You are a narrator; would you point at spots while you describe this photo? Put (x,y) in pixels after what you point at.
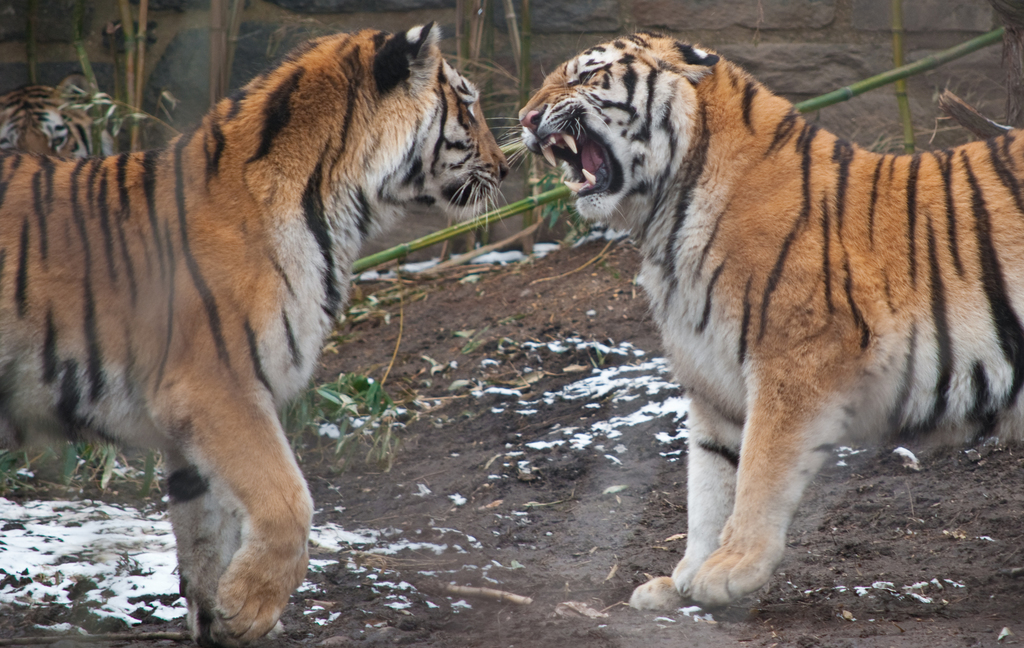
In the picture there are tigers (768,490) present, beside them there is a wall (811,53), there may be bamboo sticks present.
